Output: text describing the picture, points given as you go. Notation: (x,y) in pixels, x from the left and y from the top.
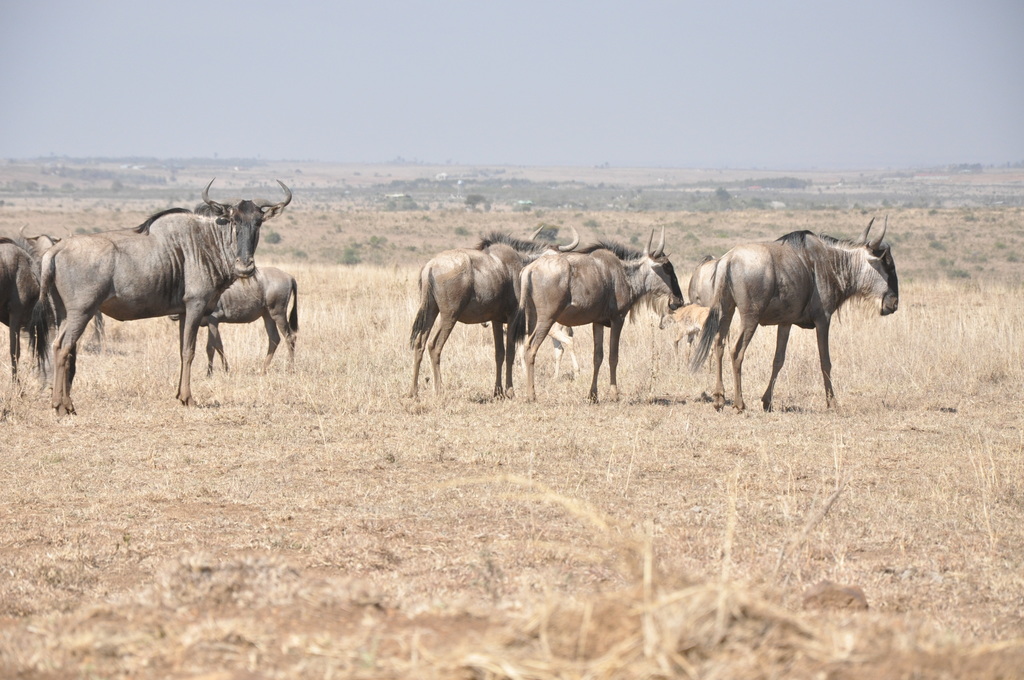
In this image we can see there are some animals (167,267) on the ground (460,368). And there is a grass (408,291), trees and the sky (934,106).
